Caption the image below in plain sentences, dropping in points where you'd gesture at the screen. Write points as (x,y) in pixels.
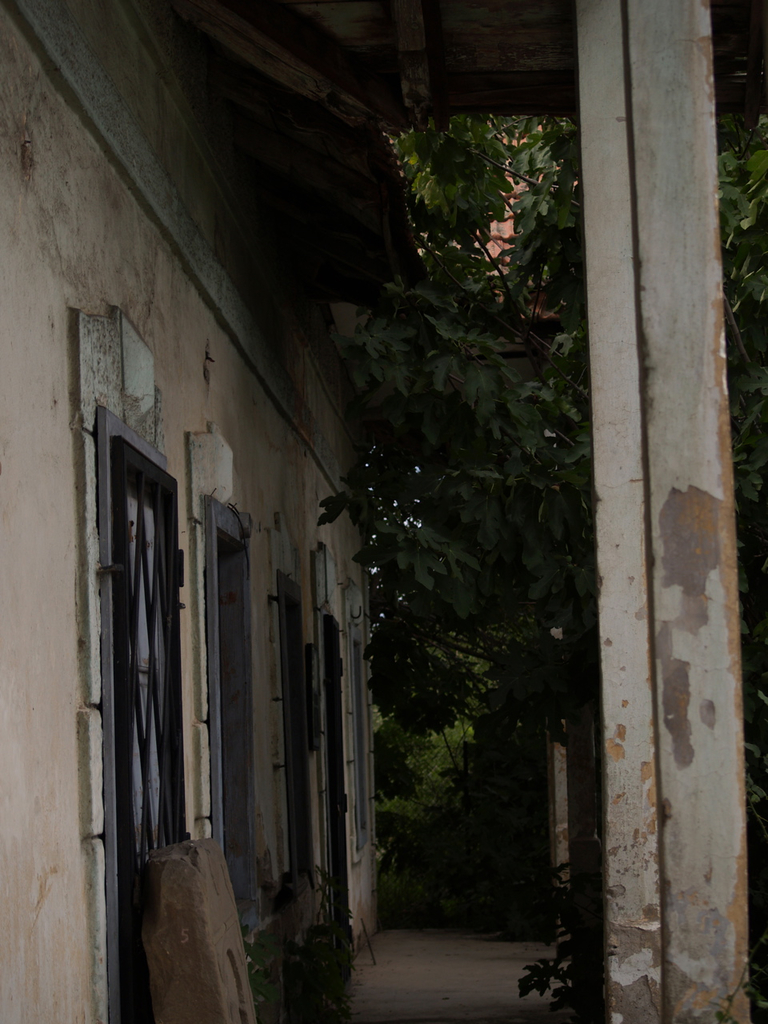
In this image, we can see house (268,672), wall (265,686), grille (128,734), pole (712,685), plants (444,862), walkway (433,938) and a few objects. At the top of the image (430,89), we can see the ceiling (355,73).
